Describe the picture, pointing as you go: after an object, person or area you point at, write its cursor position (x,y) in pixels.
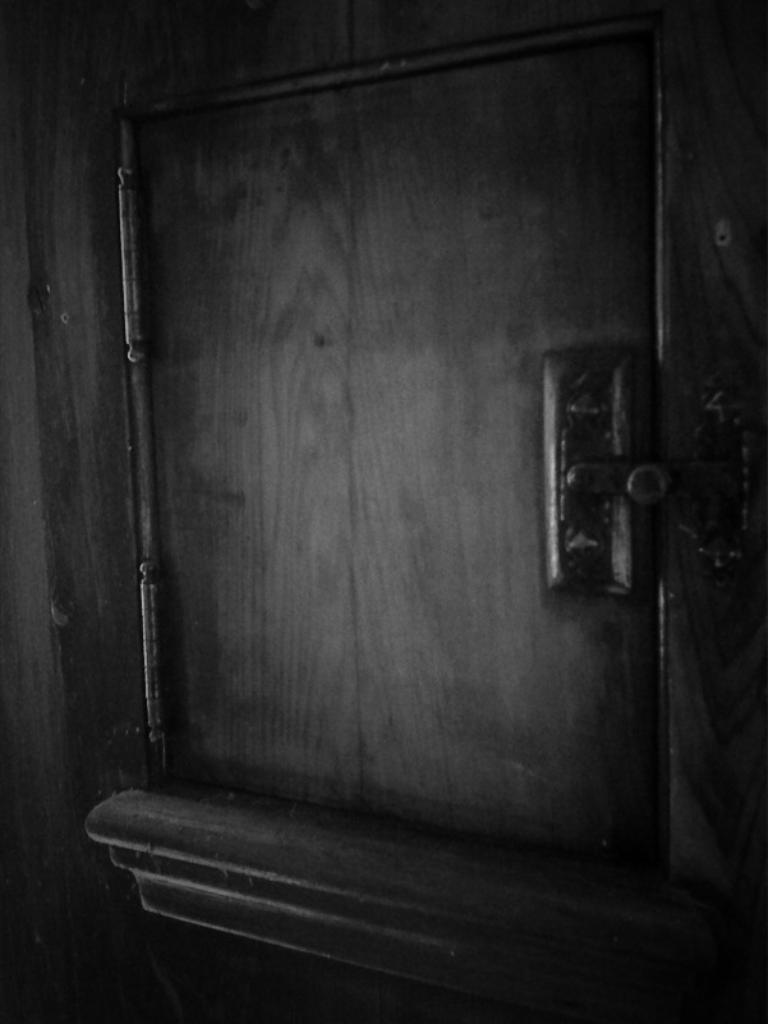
This is a black and white image. This image consists of a small door (387,652).
